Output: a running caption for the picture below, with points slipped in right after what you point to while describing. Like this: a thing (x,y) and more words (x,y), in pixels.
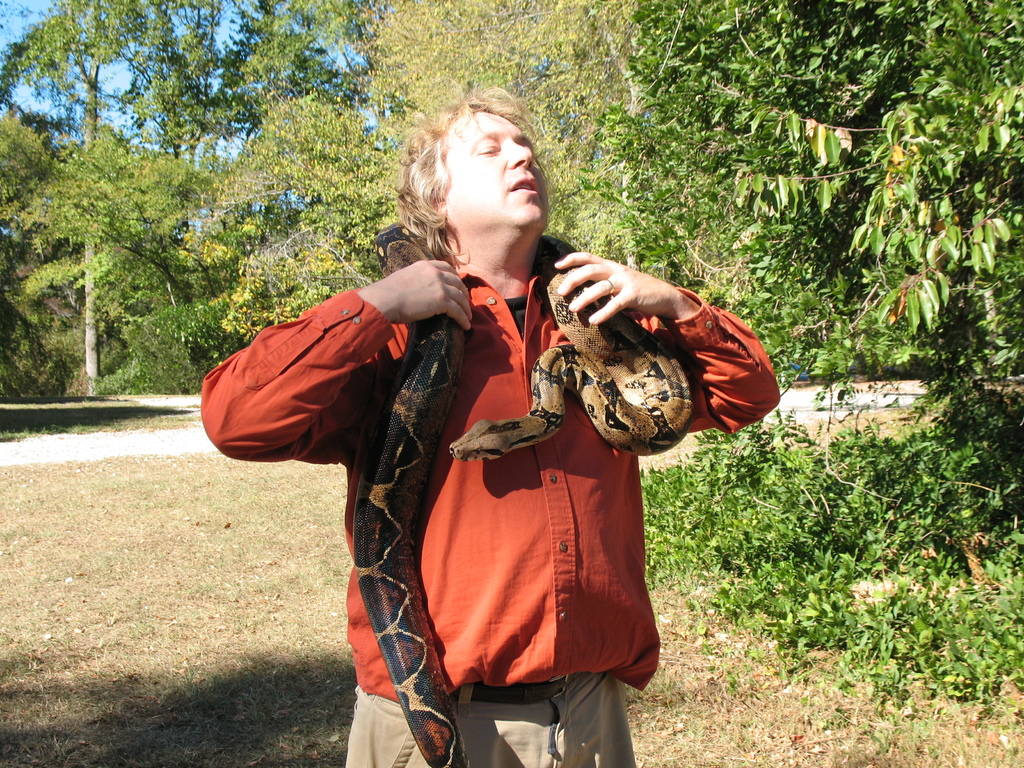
As we can see in the image there are trees (55,172), road (58,456), a man (435,549) and a snake (440,430) around his neck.
